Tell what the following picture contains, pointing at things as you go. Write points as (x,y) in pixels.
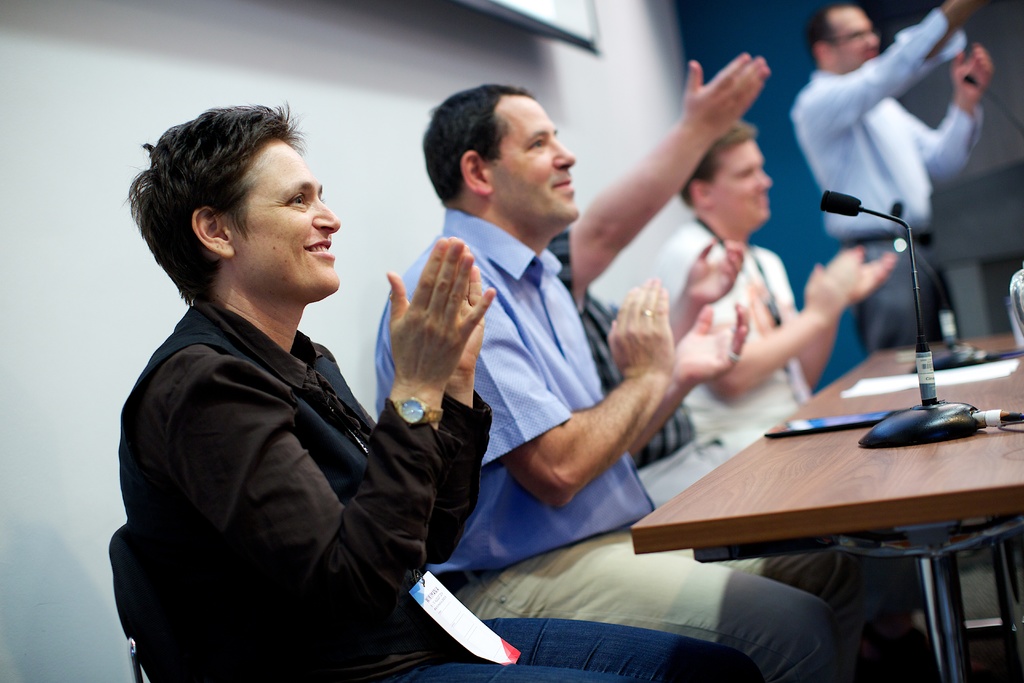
In this image, I can see four people (712,337) sitting and a person (891,71) standing. On the right side of the image (889,499), I can see a table (842,471) with a mike (937,427), paper (872,384), mobile phone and few other things (945,335) on it. In the background (140,310), this is the wall (325,141).
